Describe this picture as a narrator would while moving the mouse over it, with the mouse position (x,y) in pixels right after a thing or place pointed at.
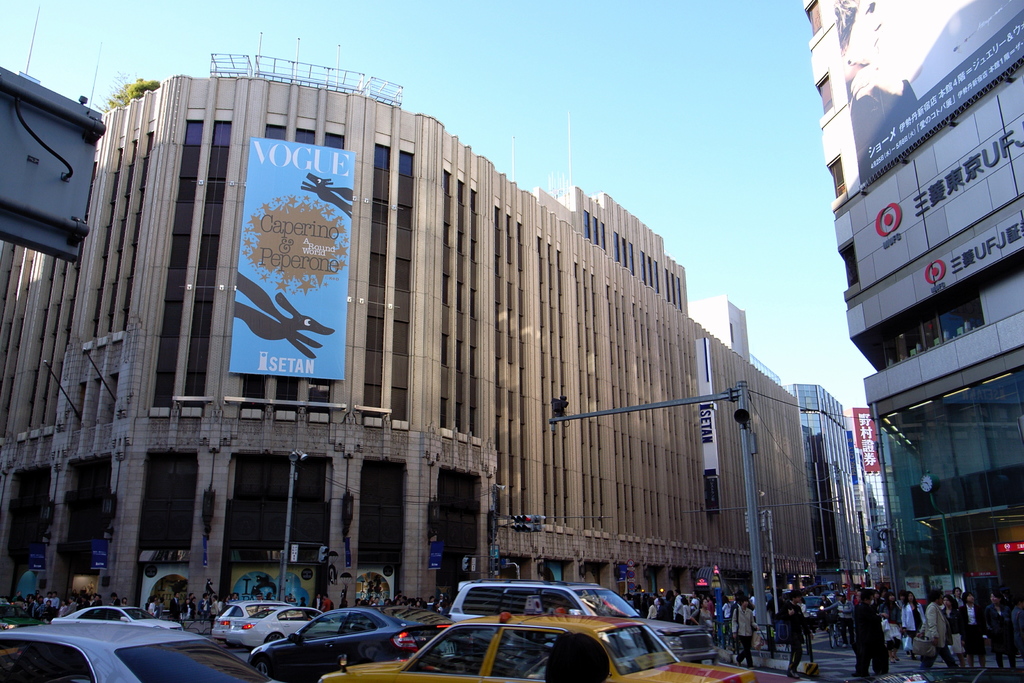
In this image we can see so many people (742,621) and cars (397,643) on the road (825,646). Background of the image (834,501) poles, wires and buildings (538,414) are there. We can see banners (915,87) are attached to the buildings (250,431). At the top of the image (559,47), sky (319,47) is there.
